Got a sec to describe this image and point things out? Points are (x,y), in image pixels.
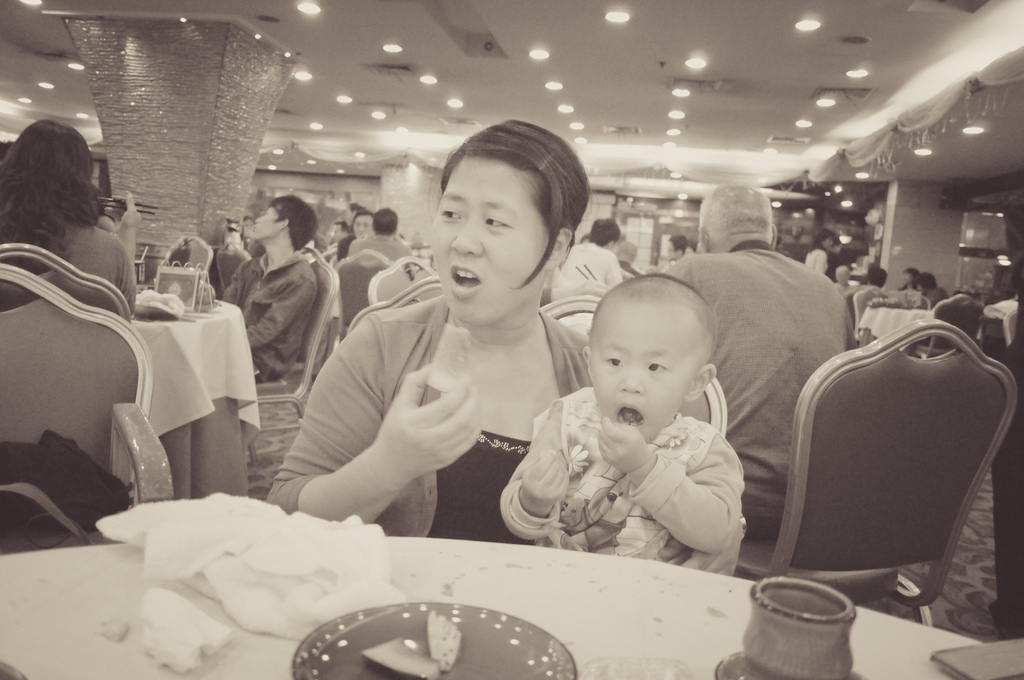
This picture describes about group of people (259,363), few are seated and few are standing, in the middle of the image (501,333) we can see a woman (519,328), in front of her we can see a plate (471,618) and other things (404,649) on the table (631,631), in the background (609,18) we can find lights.
